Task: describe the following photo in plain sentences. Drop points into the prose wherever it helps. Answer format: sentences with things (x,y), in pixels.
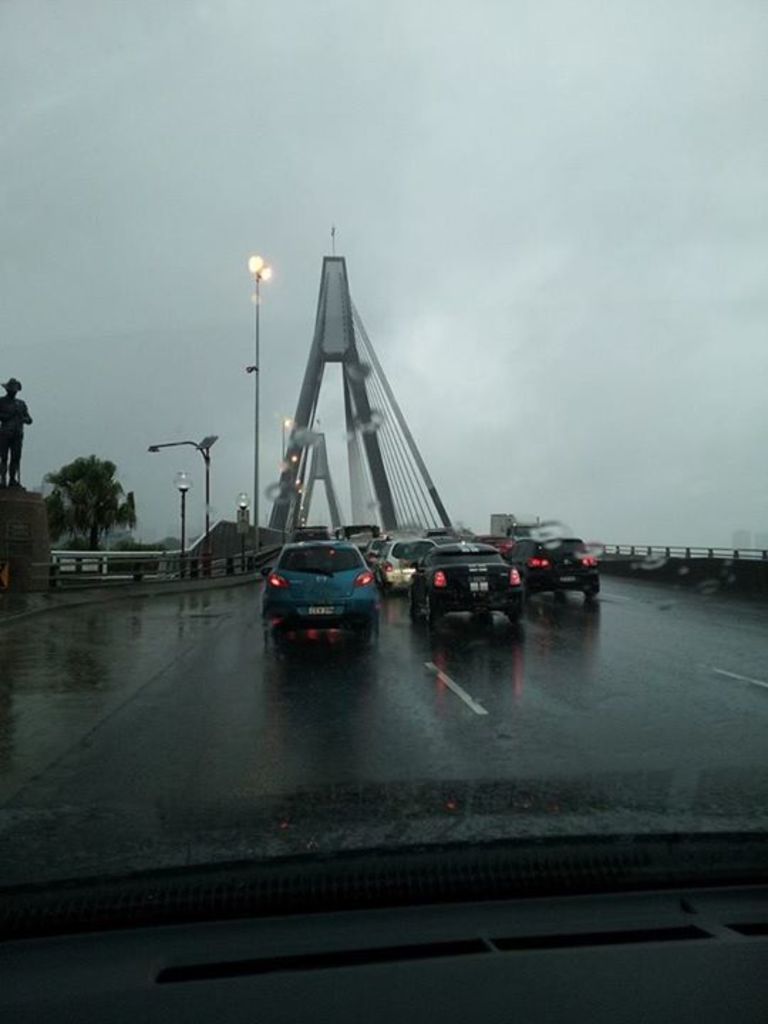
In this image we can see the vehicle windshield (189,797) through which we can see vehicles (277,638) moving on the road (197,747), we can see the bridge (306,450), statue (2,410), light poles (287,439), trees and the cloudy sky (313,179) in the background (275,213).
